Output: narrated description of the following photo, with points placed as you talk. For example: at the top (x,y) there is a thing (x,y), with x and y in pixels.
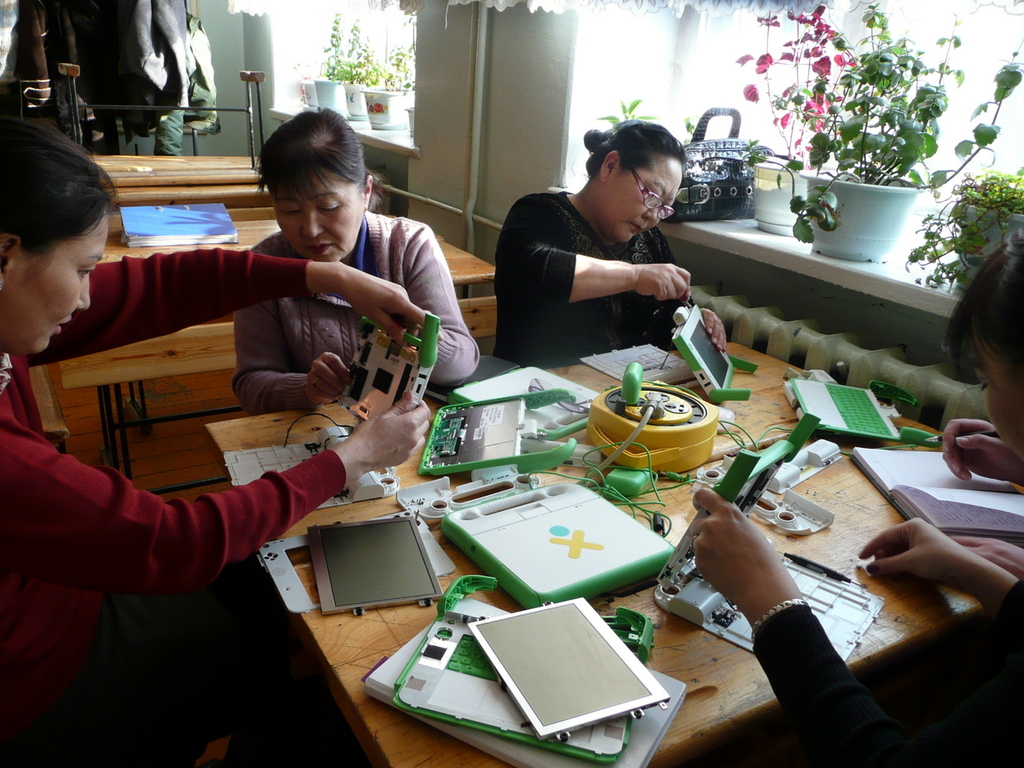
In this picture we can see four woman (122,511) sitting on chairs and in front of her on table (739,418) we have wires (648,411), parts (520,381) of devices (808,459) and beside to them we can see flower pot (770,169) with plants (791,127) in it on wall (515,138), pipe (479,119), tables (232,168).
